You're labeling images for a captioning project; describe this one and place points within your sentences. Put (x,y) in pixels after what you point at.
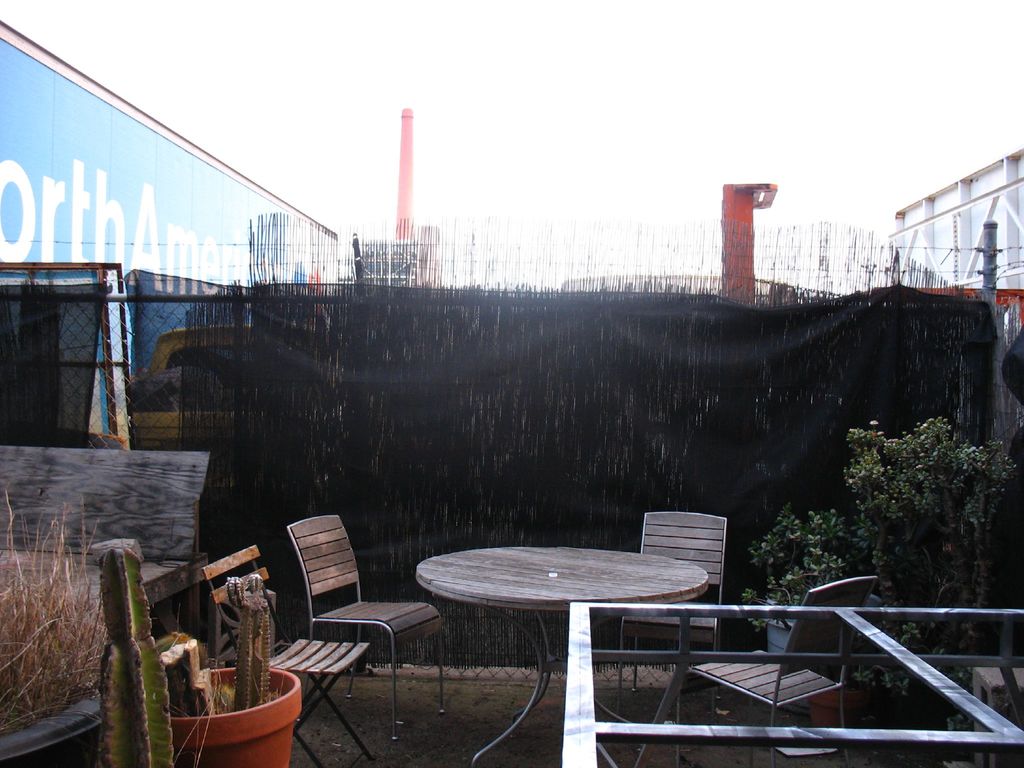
There is a wooden table (544,566) round wooden chairs (687,554) and there is a tree (904,556) in the right corner (907,551).
